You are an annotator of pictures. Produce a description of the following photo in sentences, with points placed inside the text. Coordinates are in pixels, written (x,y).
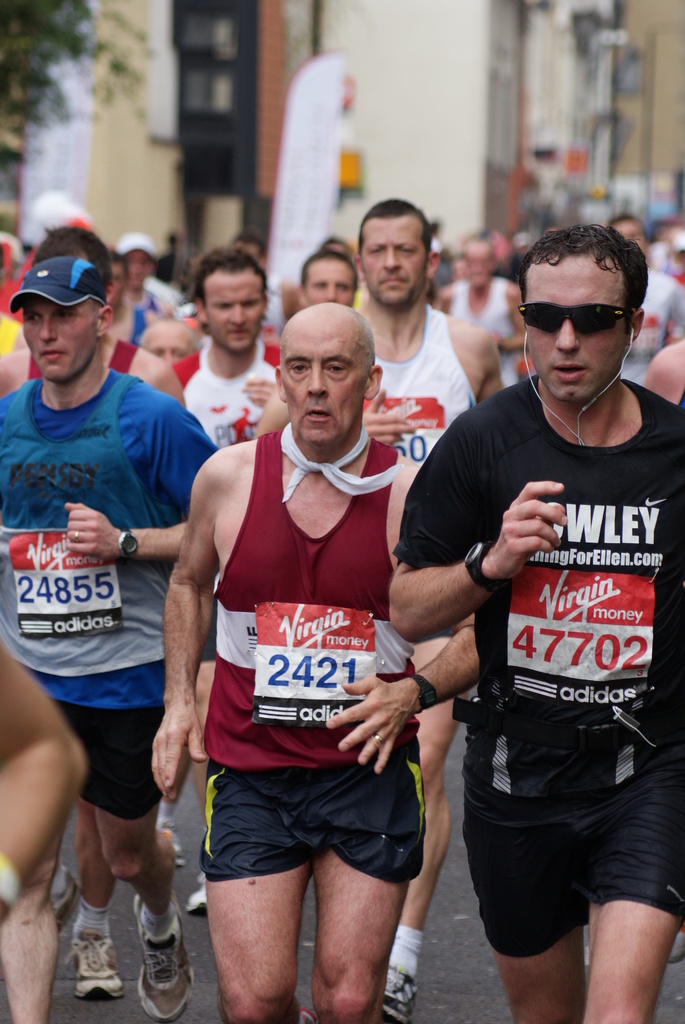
In the image there are many people (222,480) running. On the right corner of the image (483,601) there is a man (597,773) with goggles (583,316) and headset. And on the left corner of the image (99,480) there is a man (93,300) with a cap (62,267) on his head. There is a blur background (2,99) with trees (11,109), buildings (658,76) and poles (319,19).
